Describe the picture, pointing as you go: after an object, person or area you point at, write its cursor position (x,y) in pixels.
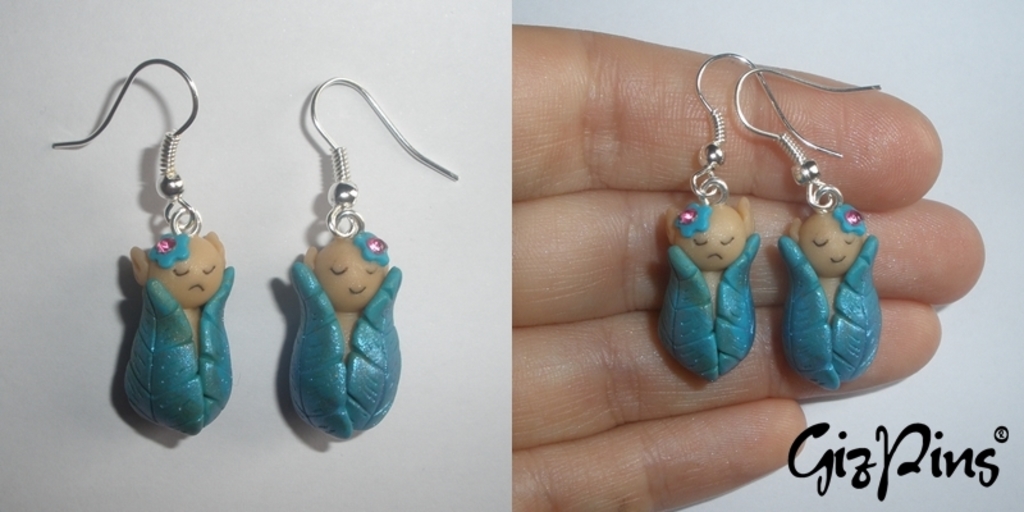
This image contains collage of photos. Left side (306,396) there are two earrings (182,375) kept on a surface (286,330). Earrings (143,310) are having dolls (207,316) hanged to it. Right side (700,322) person (783,210) is having earrings (718,274) on his hand (598,175). Right bottom there is some text (837,447).
